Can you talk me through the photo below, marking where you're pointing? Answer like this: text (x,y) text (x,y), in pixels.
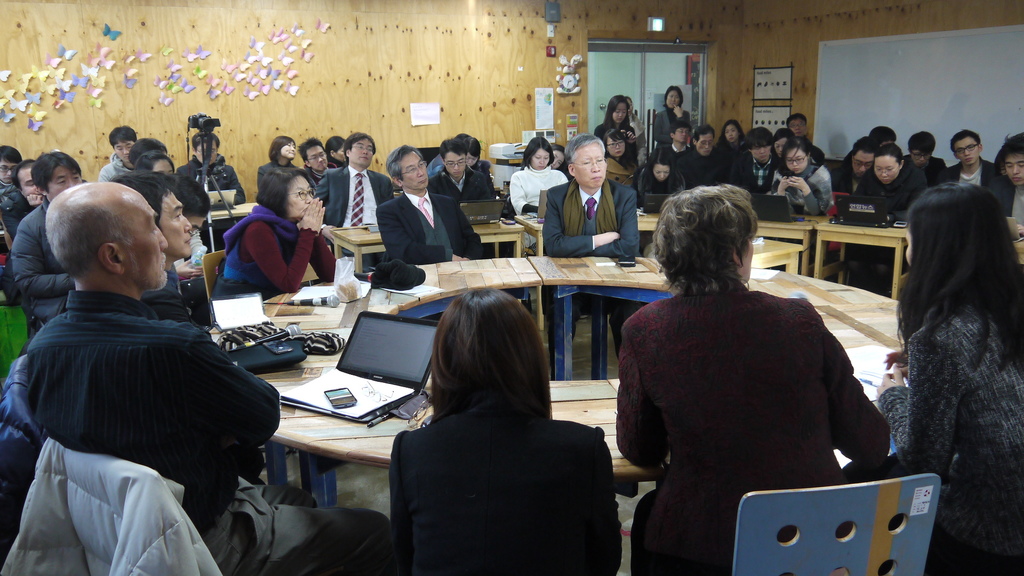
Here in this picture we can see number of men (586,246) and women (666,249) sitting on chairs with table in front of them having laptops (367,371) and papers (366,408) and some other things (382,420) present on it and in the far we can see some people (623,125) standing and we can see most of them are wearing jackets (818,190) and coats (627,209) on them and on the right top side (960,88) we can see a white board (967,54) present on the wall (803,112) and we can also see posters (760,118) beside it and we can see a door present beside that and we can see some stickers (229,72) present on the wall (335,29).
